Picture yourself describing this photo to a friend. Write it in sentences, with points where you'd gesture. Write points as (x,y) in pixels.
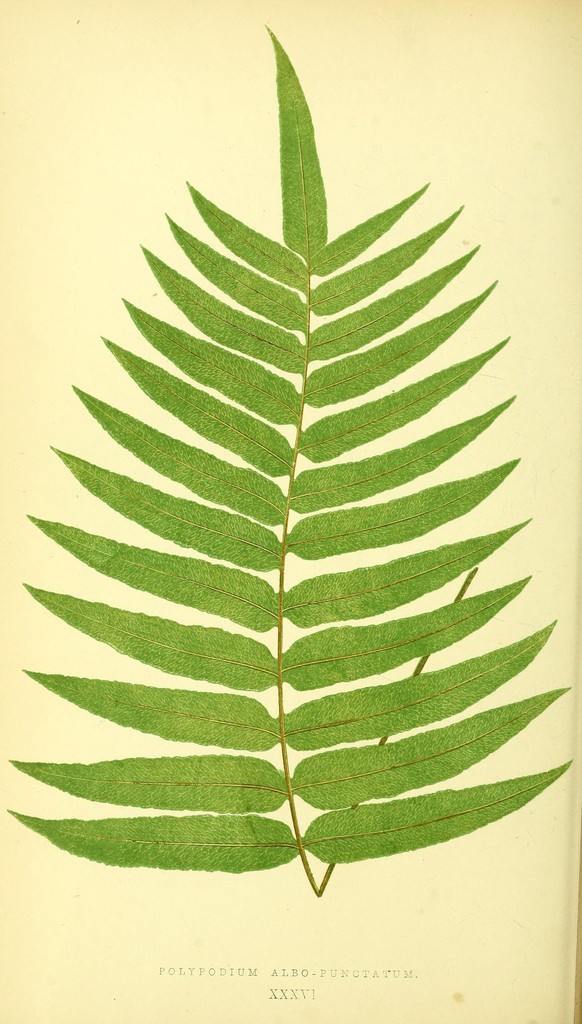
It is a poster (236,763). In this image there are depictions of leafs (250,603) and there is some text (391,968) on the bottom of the image (413,976).
